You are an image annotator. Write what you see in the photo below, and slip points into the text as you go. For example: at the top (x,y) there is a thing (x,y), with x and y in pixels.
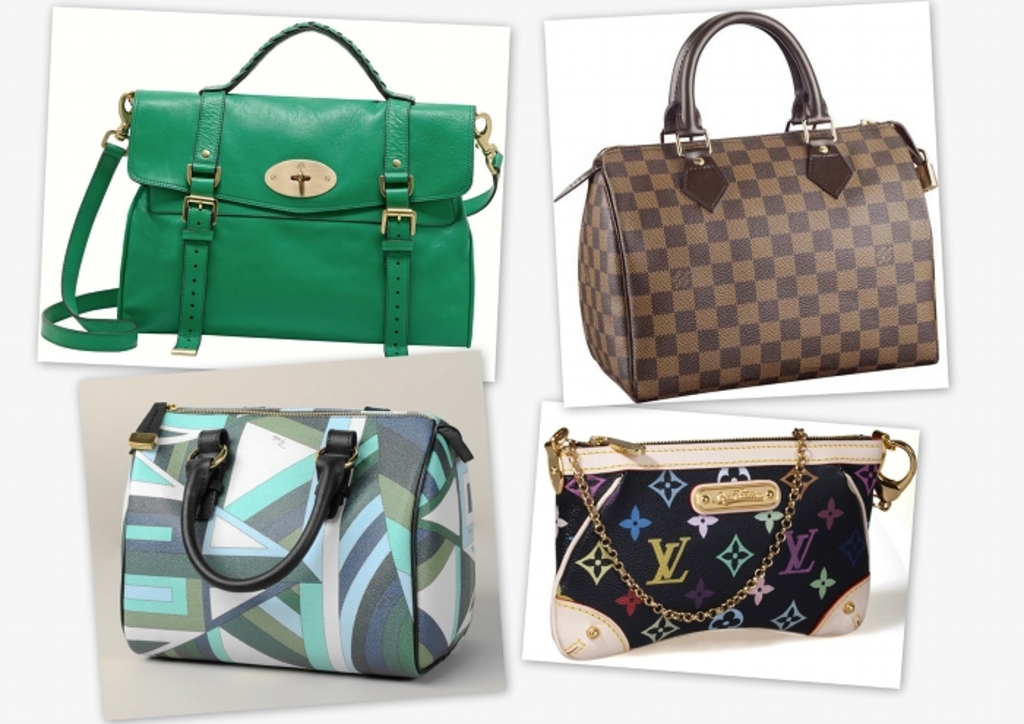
In the image we can see there is a collage of four pictures in which there are bags (284,553). One first bag (370,262) is in green colour beside it there is a brown colour bag (703,260), at the bottom (722,553) there is a black colour bag (721,568) and beside it there is a green blackish ash colour bag (306,571).
